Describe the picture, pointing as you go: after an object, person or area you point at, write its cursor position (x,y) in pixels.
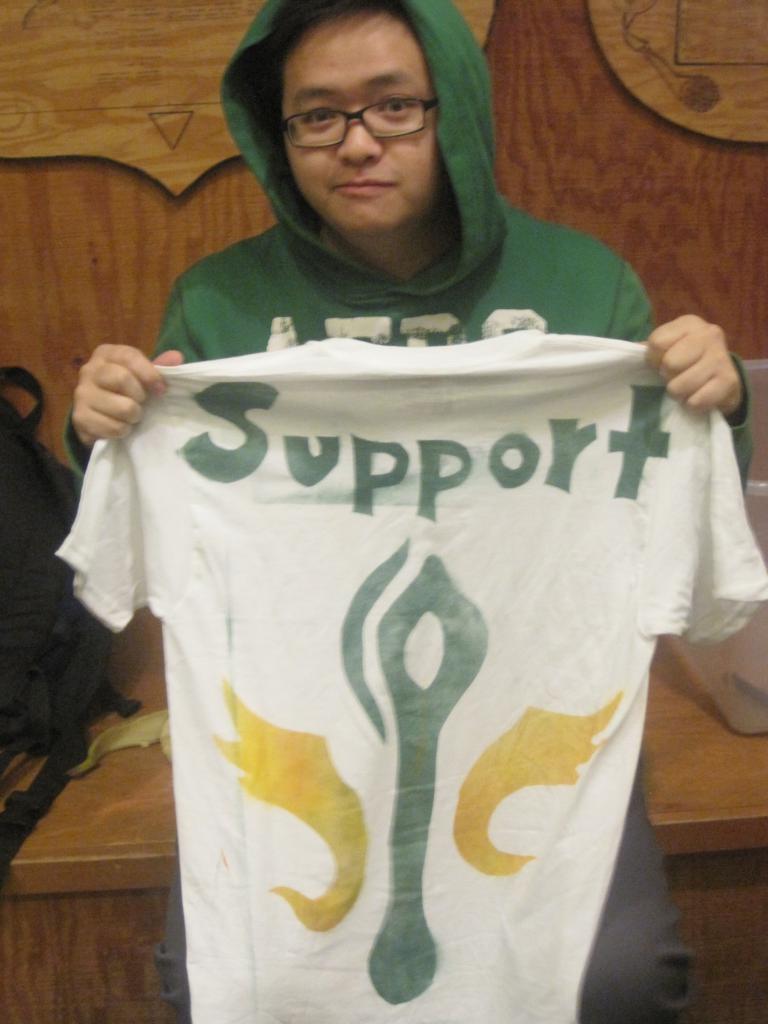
In this picture there is a person (551,226) wearing green dress (478,291) and sitting is holding a white T-shirt (561,575) which has support written on it and there is a bag (57,538) in the left corner (57,558).
